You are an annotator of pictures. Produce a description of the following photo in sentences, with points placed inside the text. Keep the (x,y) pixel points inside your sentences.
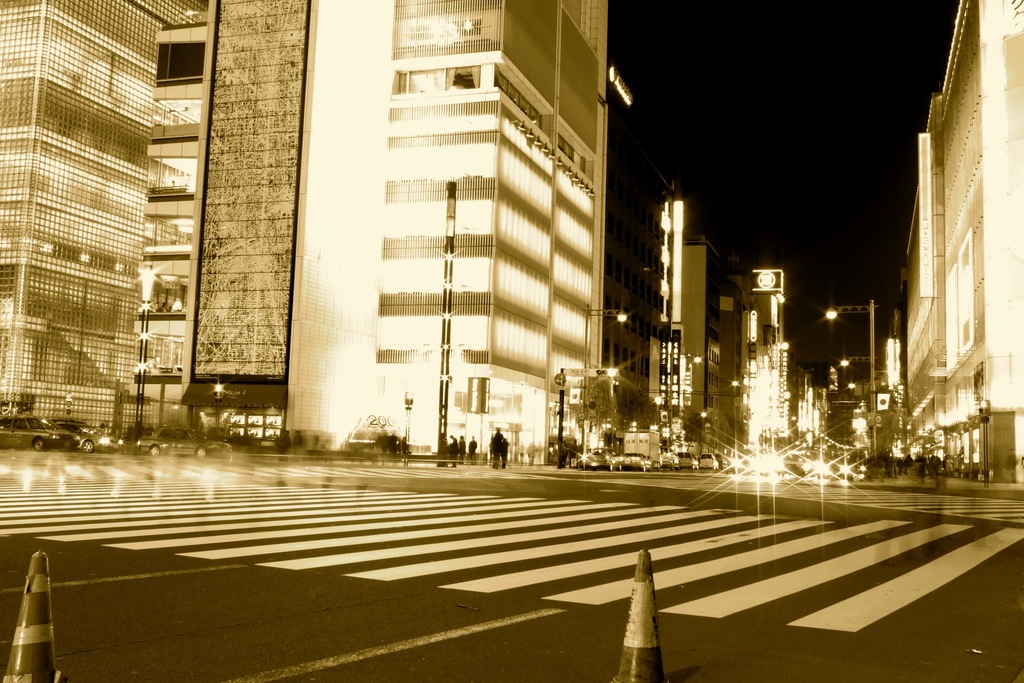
In this picture we can see traffic cones (26,664), vehicles (11,419) and some people (570,459) on the road (527,580) buildings (963,271), lights (678,307) and in the background (745,37) it is dark.
